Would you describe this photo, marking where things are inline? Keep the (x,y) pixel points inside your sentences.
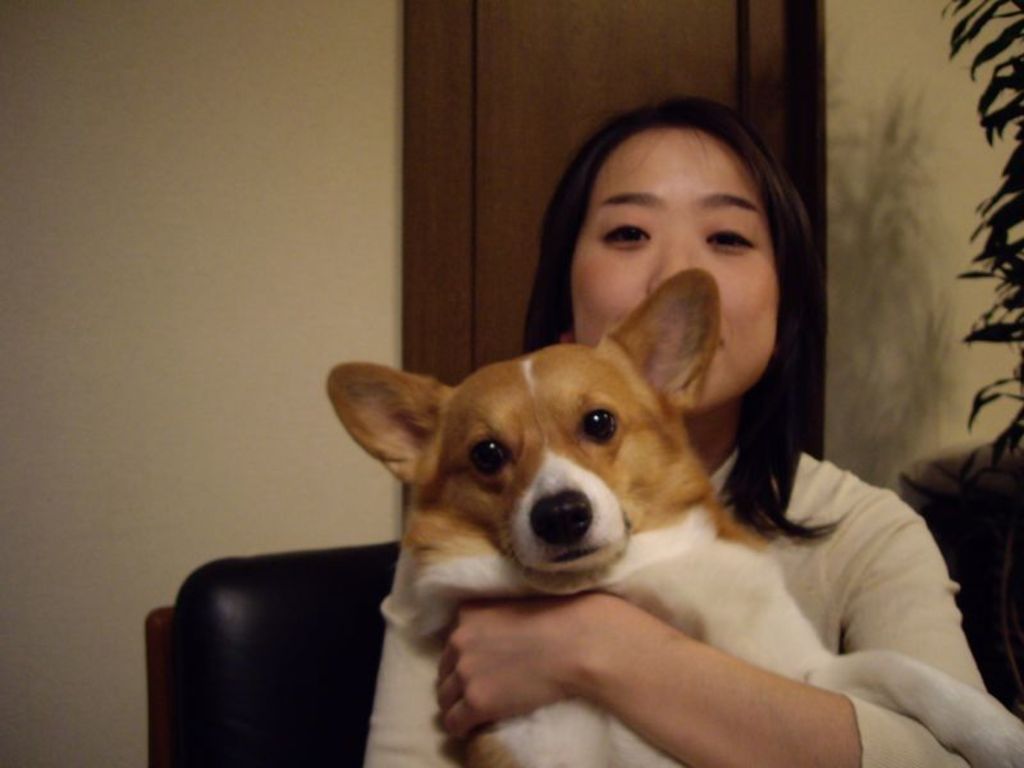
This person (390,764) sitting on the chair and holding dog (541,520). On the background (253,178) we can see wall (129,241).
